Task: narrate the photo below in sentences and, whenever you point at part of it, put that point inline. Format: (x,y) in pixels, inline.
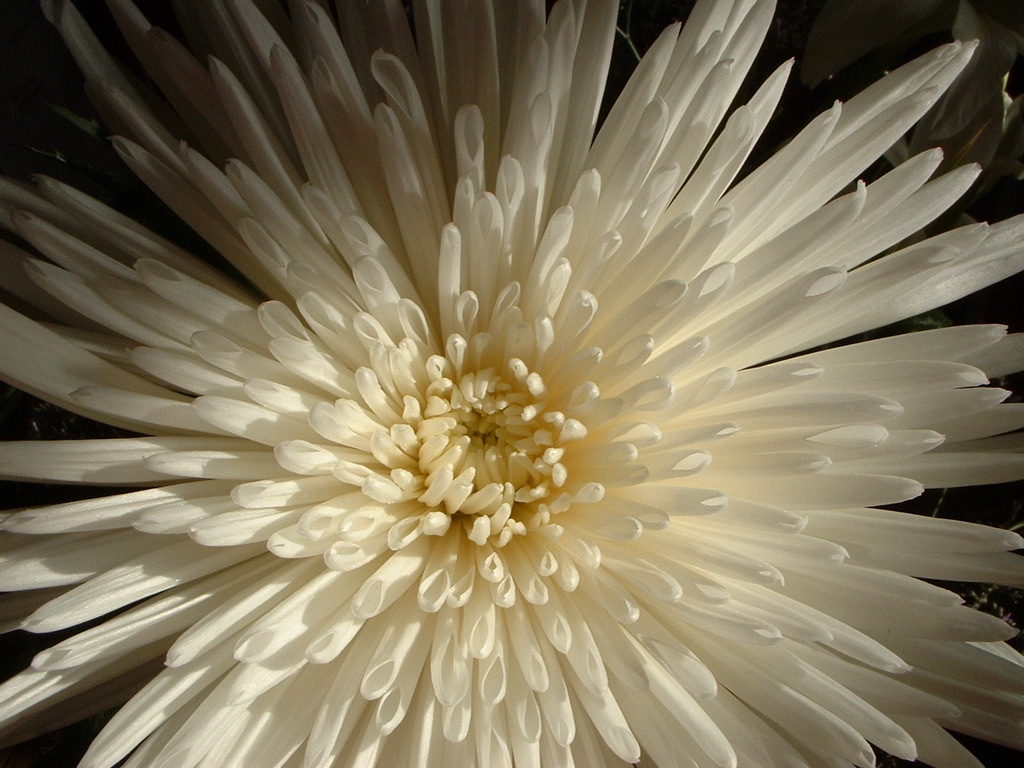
In this picture I can observe a flower (196,585). The flower (223,490) is in white color. In the middle of the flower (484,421) I can observe yellow color. The background is dark.
